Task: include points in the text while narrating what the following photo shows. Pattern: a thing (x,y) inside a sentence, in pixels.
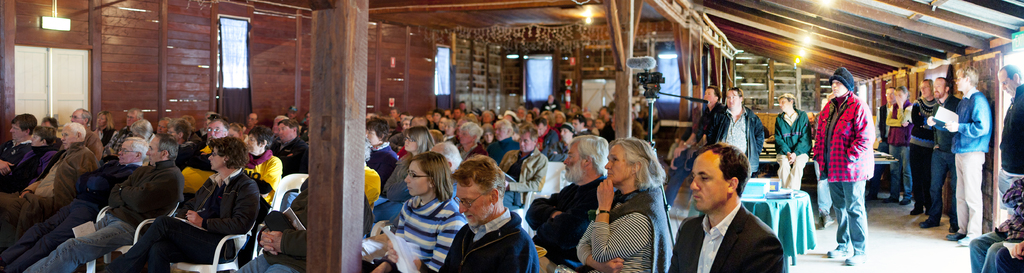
In a room (402,96) there are many people (262,129) sitting and some of them are standing on the right side (841,104), there is a camera (652,77) in between the wooden poles (332,98) and in the background (185,61) there is a wooden wall (183,75), there are few windows (231,73) to that wall (197,80).
